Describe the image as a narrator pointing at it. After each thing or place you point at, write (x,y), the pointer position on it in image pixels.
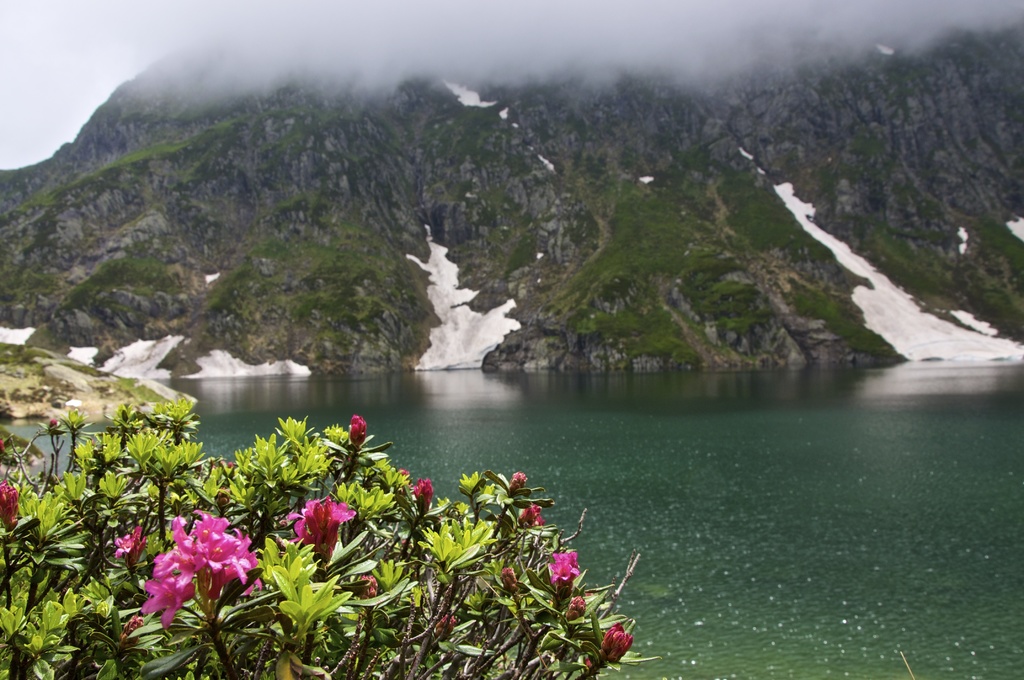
This image consists of plants (333,578) along with flowers (244,574). At the bottom (816,555), there is water (697,470). In the background (410,123), there is a mountain (839,227). And there is fog (385,38).
